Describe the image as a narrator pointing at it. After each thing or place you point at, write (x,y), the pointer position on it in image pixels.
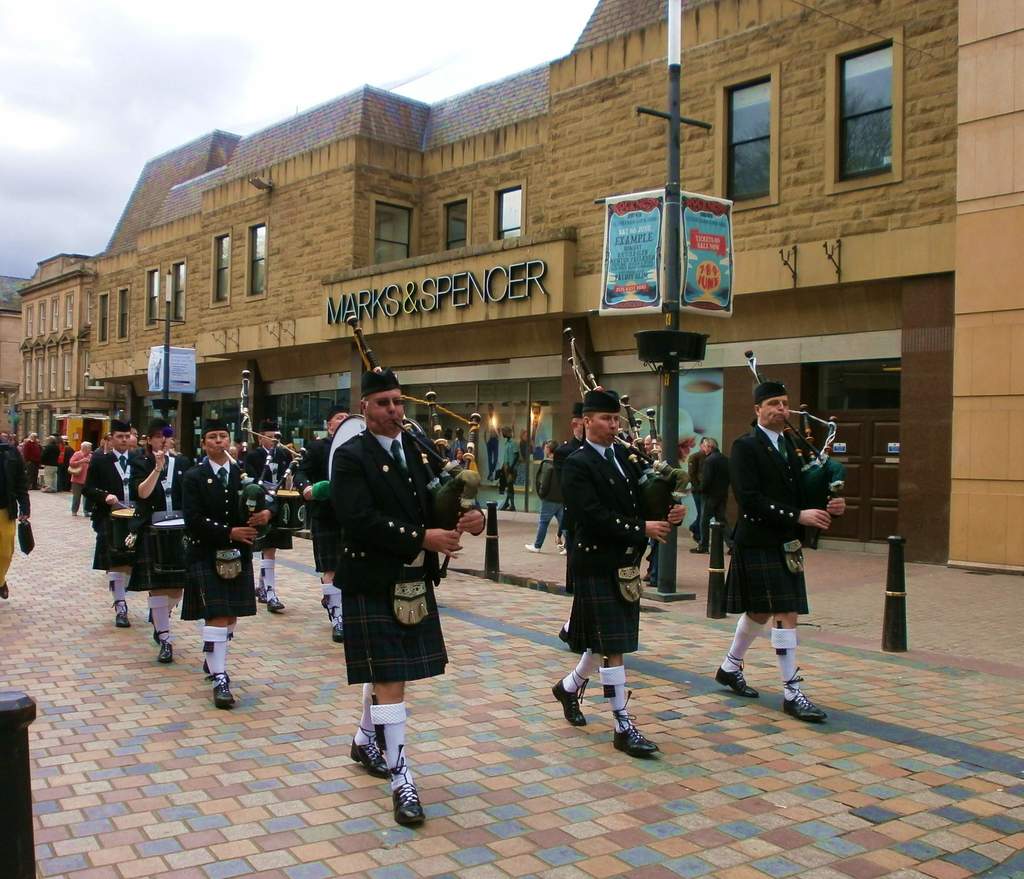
This image consists of many people (280,475) walking on the road (676,657). They are wearing black dresses (347,453) and playing musical instrument (442,491). In the background (304,255), there is a building (814,244) along with windows (865,179). At the top (144,75), there are clouds (110,117) in the sky (111,142). At the bottom (408,713), there is a road (708,838).
